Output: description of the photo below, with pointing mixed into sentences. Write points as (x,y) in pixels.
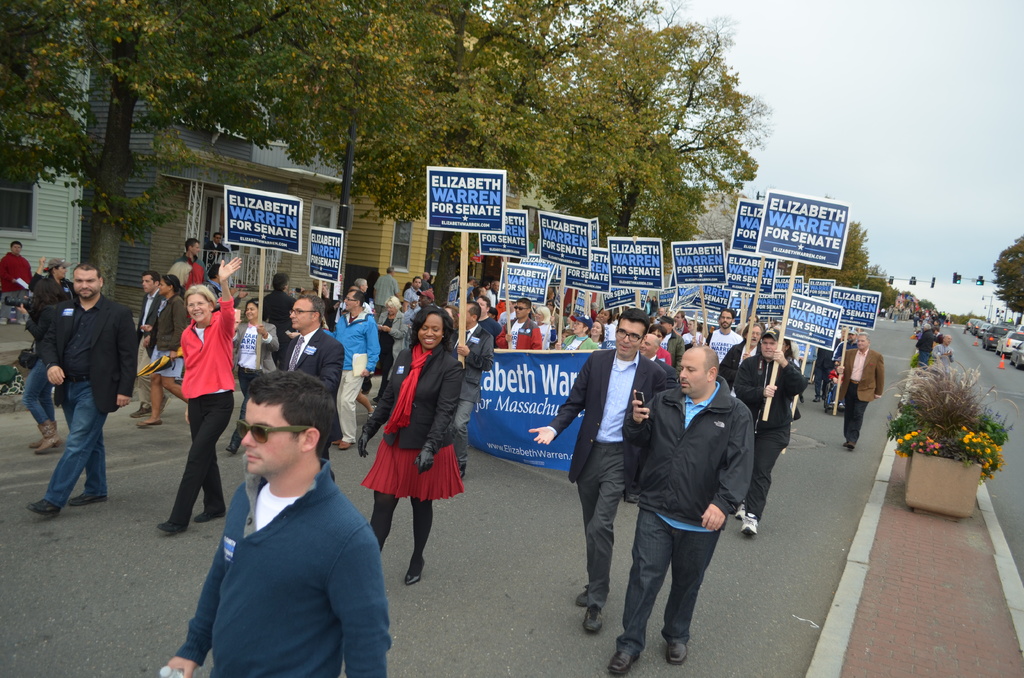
In the image I can see some people (566,346) who are holding some boards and banner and also I can see some trees (206,65), vehicles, buildings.
